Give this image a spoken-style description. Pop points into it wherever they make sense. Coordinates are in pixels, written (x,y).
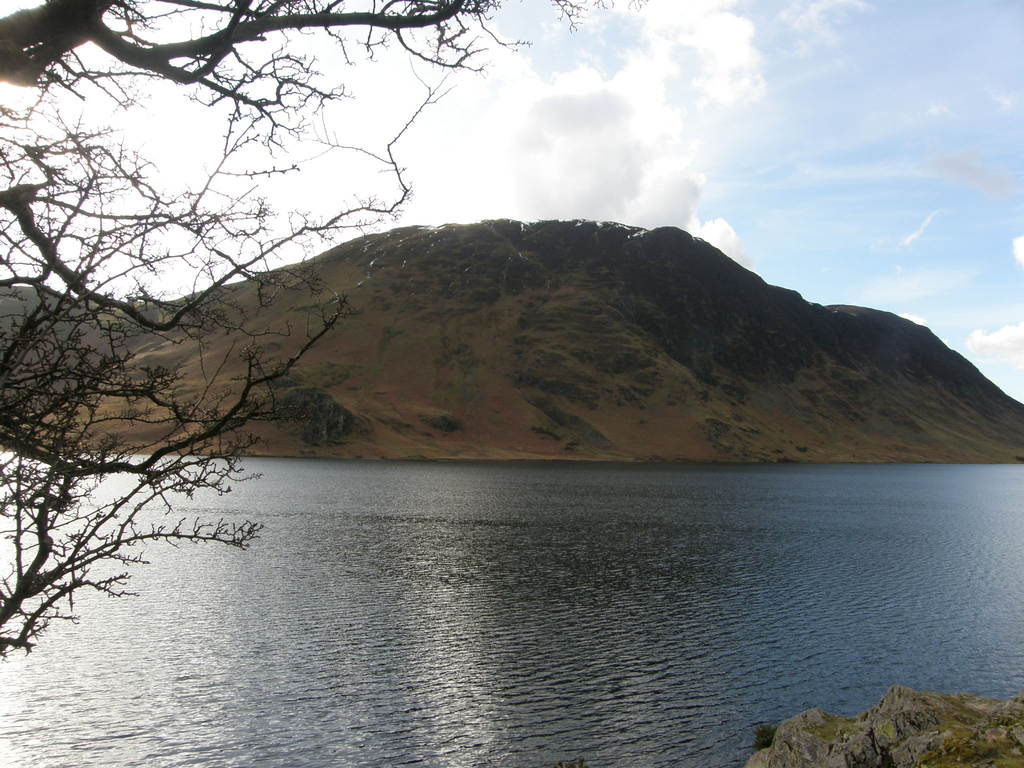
In this image we can see trees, water (470,664) and in the background of the image (594,307) there are some mountains (637,253) and there is cloudy sky (639,89).
